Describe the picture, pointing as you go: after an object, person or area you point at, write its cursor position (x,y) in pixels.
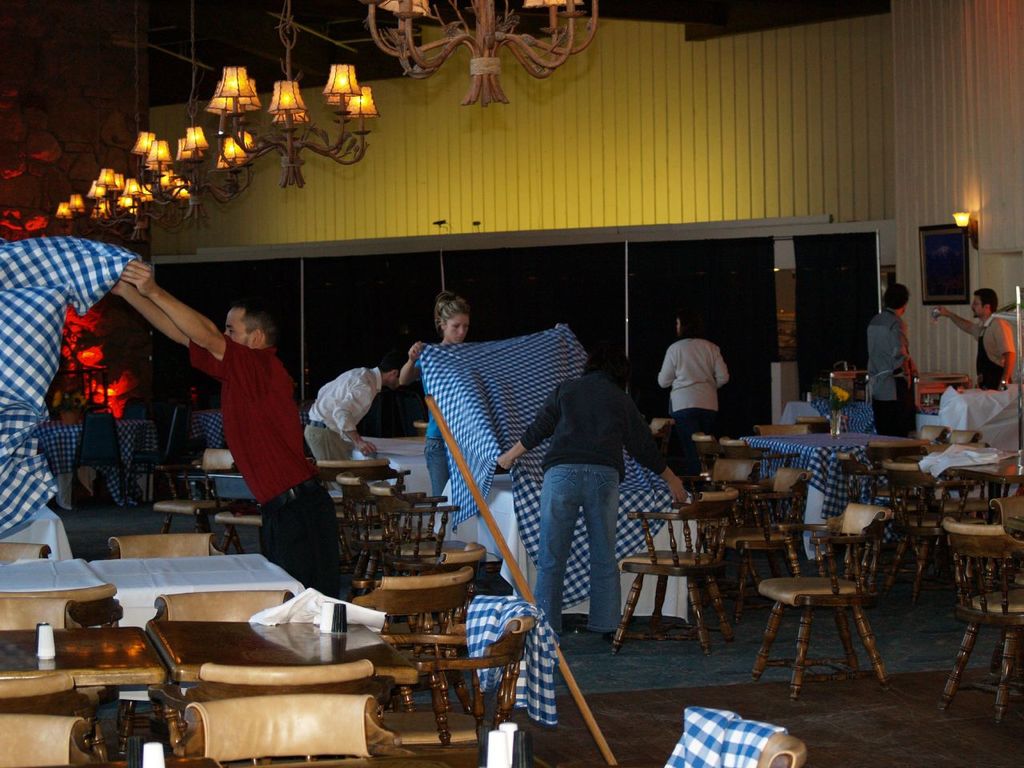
This image is clicked in a restaurant (866,597). There are lights (341,83) on the top windows (442,250) on the backside (737,300), there are so many tables (67,546) and chairs (372,720). cLothes (673,588) are placed on the table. There are so many people (893,363) Standing and they are placing clothes (634,531) on the tables (572,576). there is a light (970,225) on the right side (944,284) and photo frame (945,255) too.
